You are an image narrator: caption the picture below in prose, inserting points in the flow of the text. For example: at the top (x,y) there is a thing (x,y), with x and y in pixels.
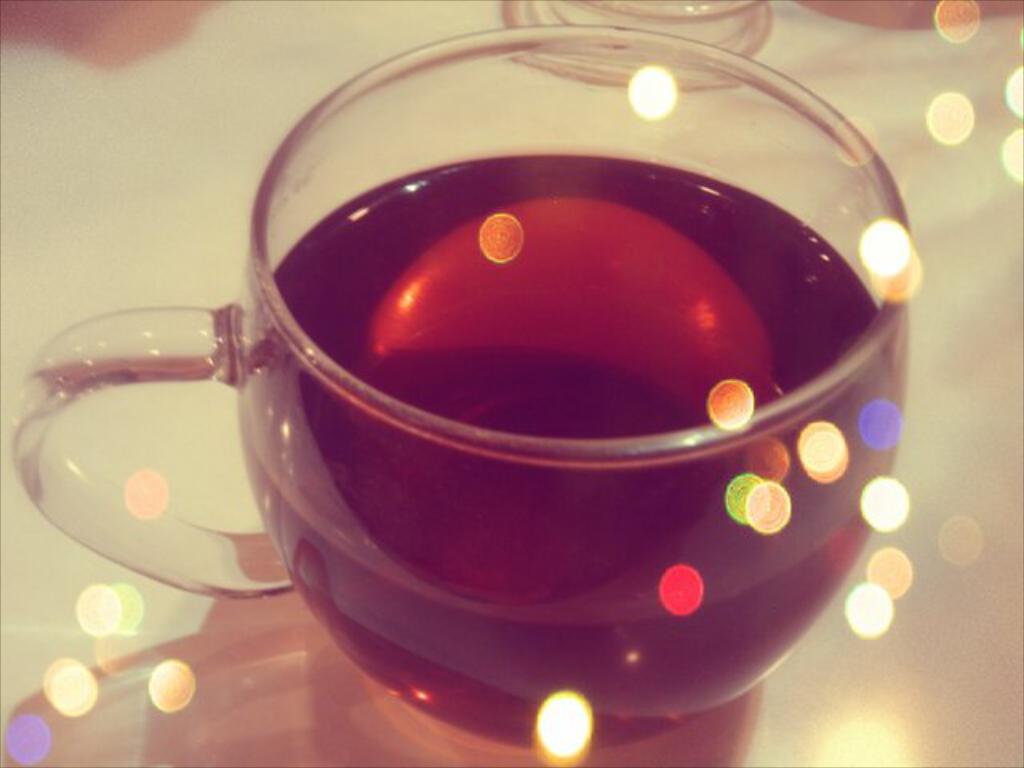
It is an edited image. In this image there is a tea (570,291) in a cup (227,313) and we can see the reflection (250,654) of a cup (491,100) on the glass table (161,268).
